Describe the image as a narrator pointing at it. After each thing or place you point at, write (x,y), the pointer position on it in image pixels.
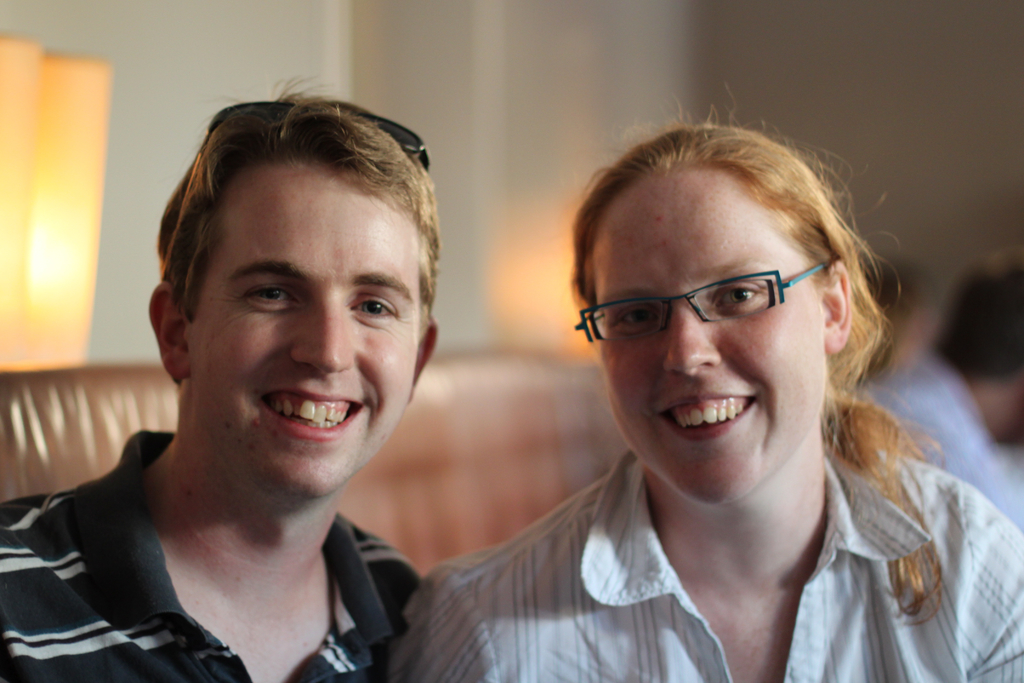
In this picture I can see couple of men (912,408) and a woman (574,627) and I can see smile (692,437) on their faces (708,471) and a wall (535,123) in the back (554,101).
